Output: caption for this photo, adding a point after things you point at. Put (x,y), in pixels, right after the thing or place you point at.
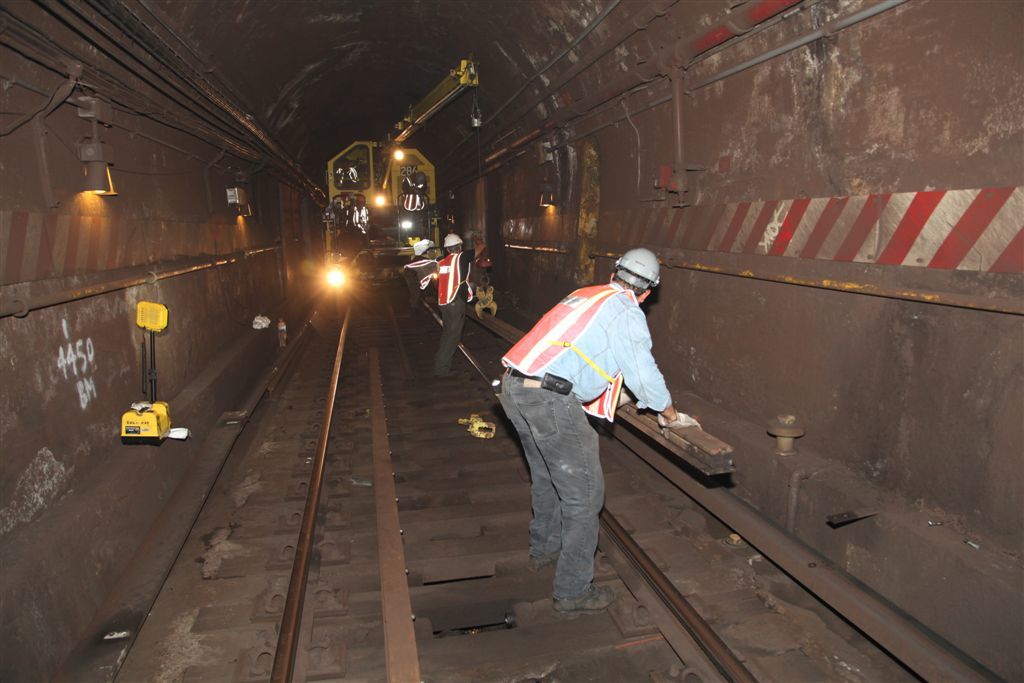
In this picture we can see some people (581,362) are doing work in the railway track (465,489).
